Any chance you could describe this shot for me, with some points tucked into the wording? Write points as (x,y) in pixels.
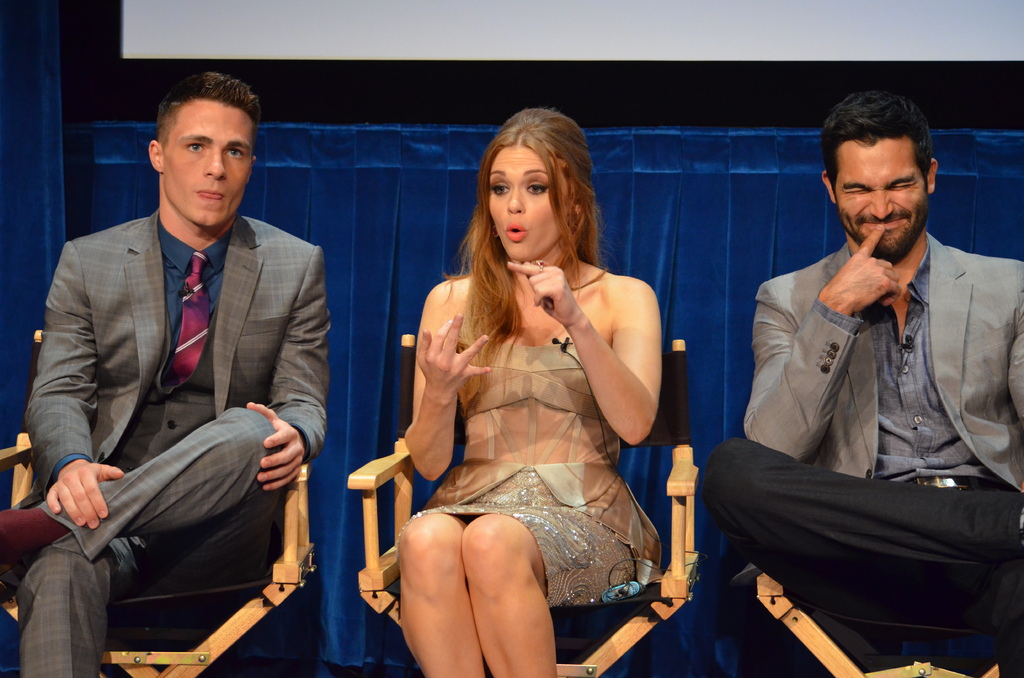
In this picture there are people (951,315) those who are sitting in the center of the image (421,374), on the chairs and there is a blue color curtain (673,210) in the background area of the image (654,186).
